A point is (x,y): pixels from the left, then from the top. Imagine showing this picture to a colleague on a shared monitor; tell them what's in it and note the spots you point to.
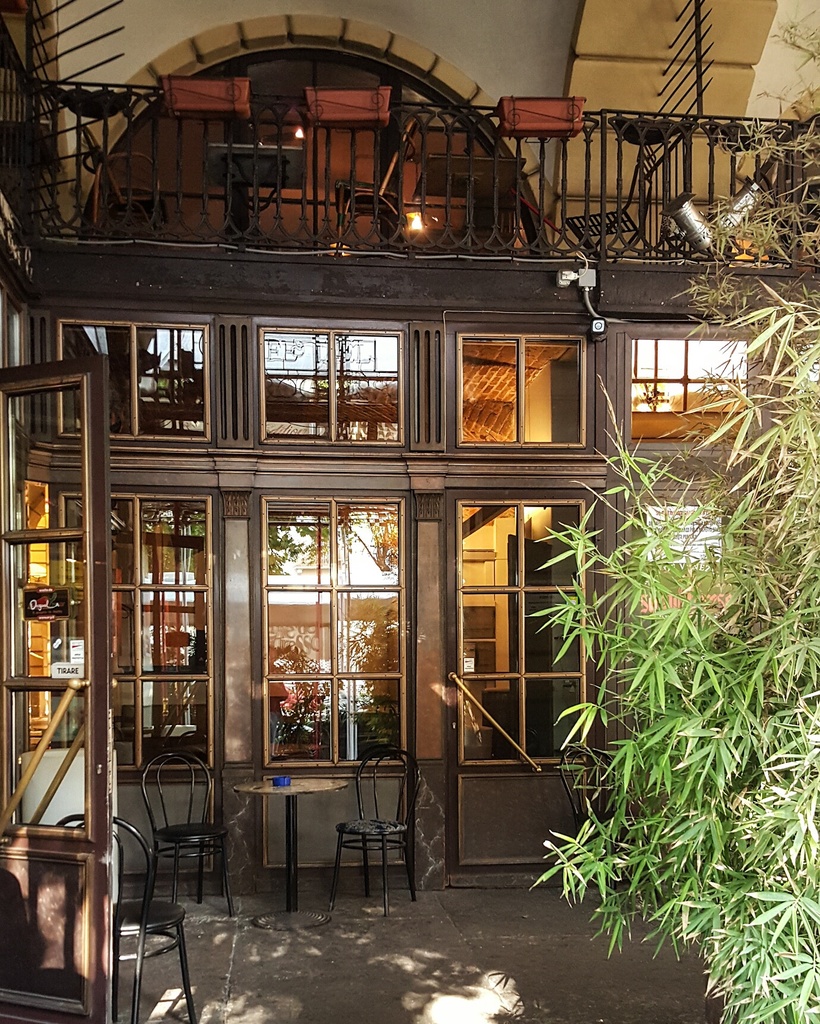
This image is taken outside a building (188,532). There are glasses window (195,648), doors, chairs (390,833), tables (278,792). To the right side of the image (669,614) there is a tree (658,930). To the bottom of the image (444,957) there is floor (421,992). At the top of the image (112,263) there is a balcony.
